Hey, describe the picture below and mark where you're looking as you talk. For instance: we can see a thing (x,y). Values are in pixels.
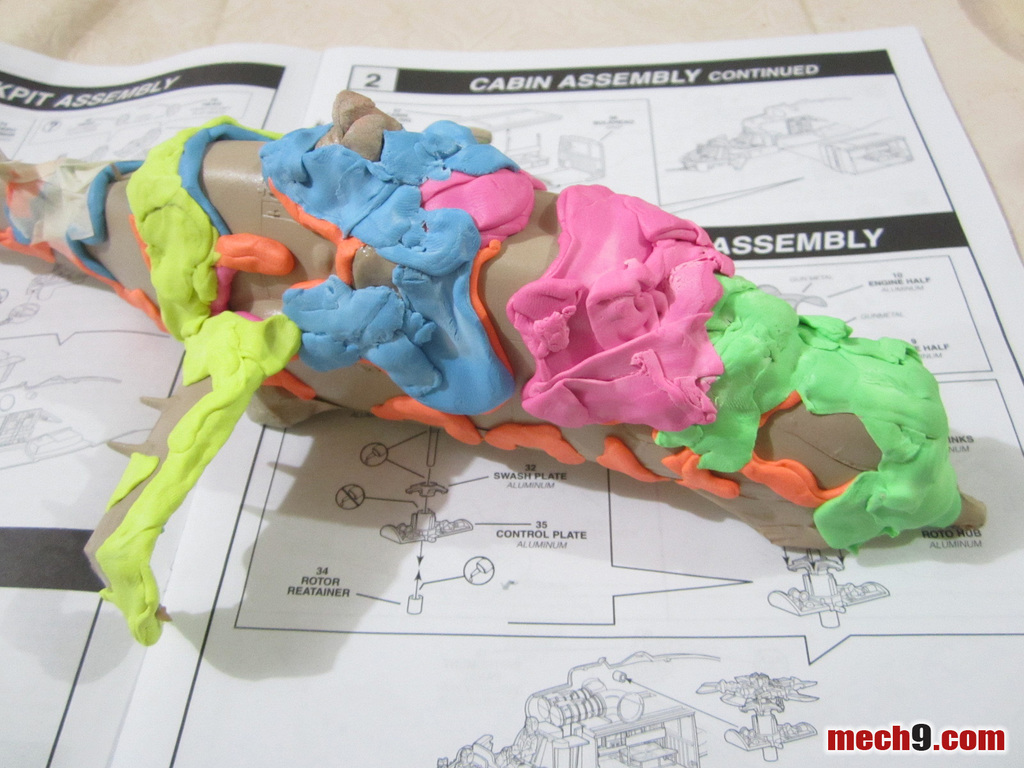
In this image we can see toy plane (238,290) on a book (660,602). On the plane (509,322) there is clay (476,247). In the right bottom corner (926,745) there is watermark (949,738).
